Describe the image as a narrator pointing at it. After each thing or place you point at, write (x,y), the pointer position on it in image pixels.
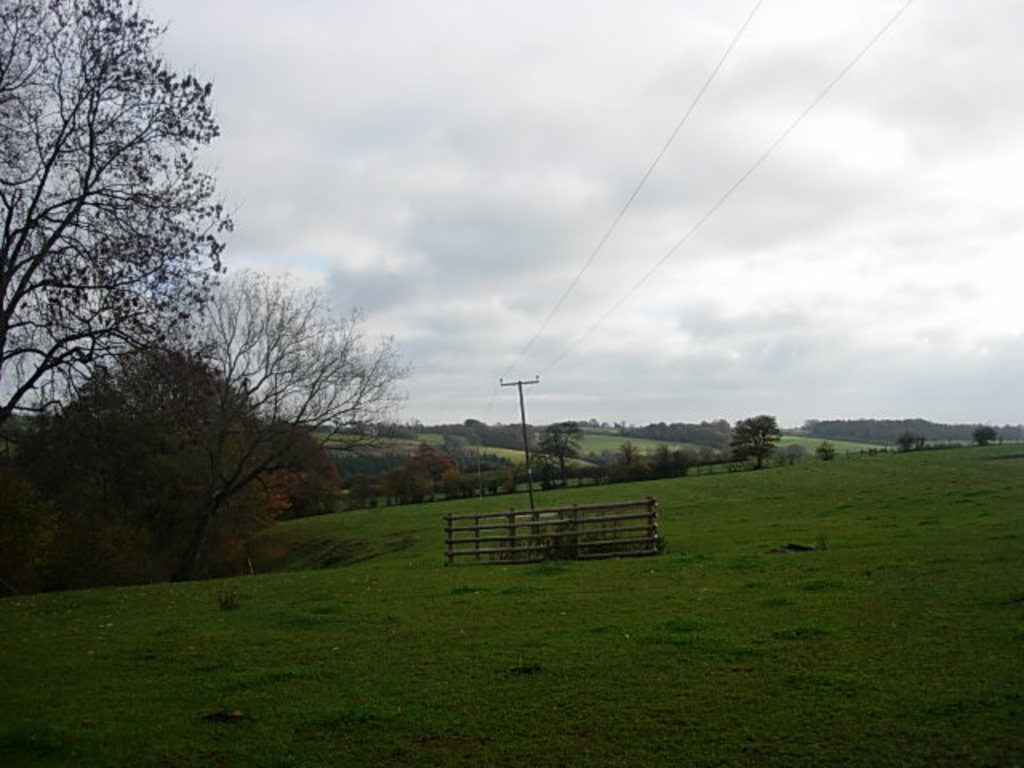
In the image we can see grass (579,668), fence (544,536), trees (670,426), electric pole (526,448), electric wires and a cloudy sky (488,229).
